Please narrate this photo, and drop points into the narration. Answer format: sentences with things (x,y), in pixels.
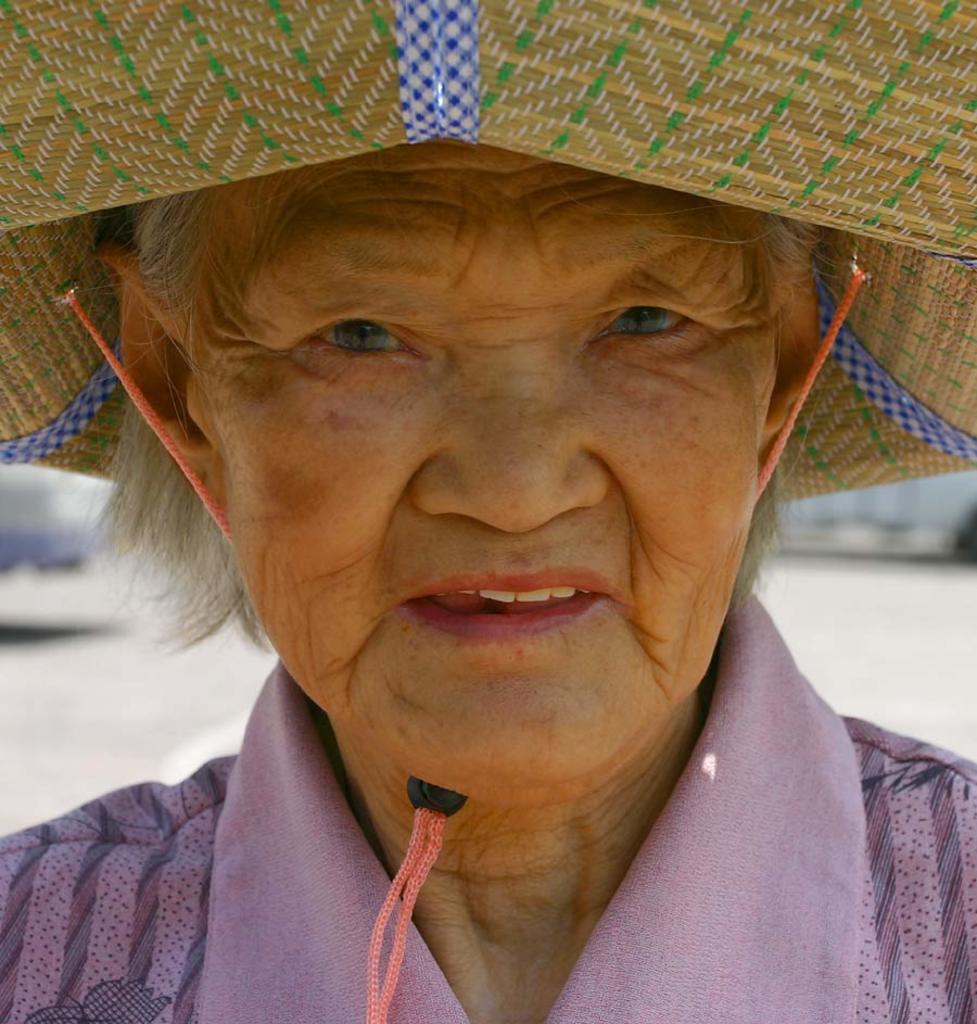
In the picture we can see an old woman's face (481,555) with a part of the purple colored dress (607,1013) and a hat (942,334) and behind her we can see a surface (914,636) which is not clearly visible.
